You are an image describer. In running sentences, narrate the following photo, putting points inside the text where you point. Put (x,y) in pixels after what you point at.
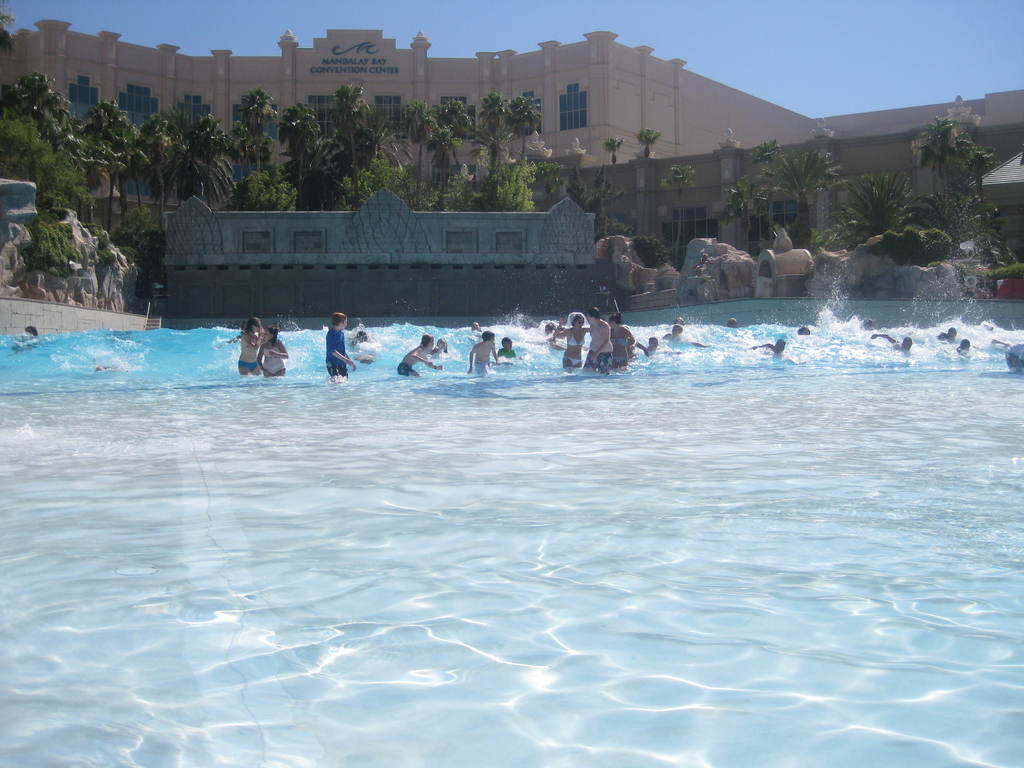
In the picture I can see people (477,363) among them some are standing in the water (479,383) and some are swimming in the water (660,474). In the background (377,222) I can see buildings (708,217), trees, rocks (699,283), the sky (731,5) and some other objects (301,277).
